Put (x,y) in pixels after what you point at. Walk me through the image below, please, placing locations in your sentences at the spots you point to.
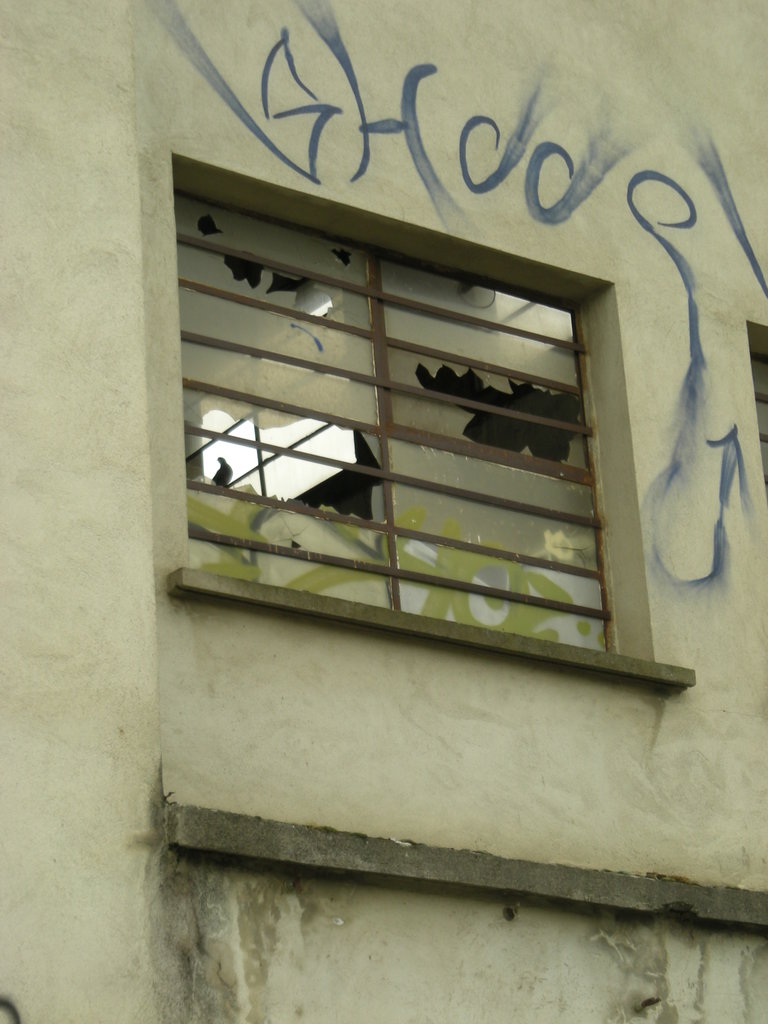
In this image, we can see a wall (707,649) and there is a window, we can see some text (754,259) on the wall (419,179).
